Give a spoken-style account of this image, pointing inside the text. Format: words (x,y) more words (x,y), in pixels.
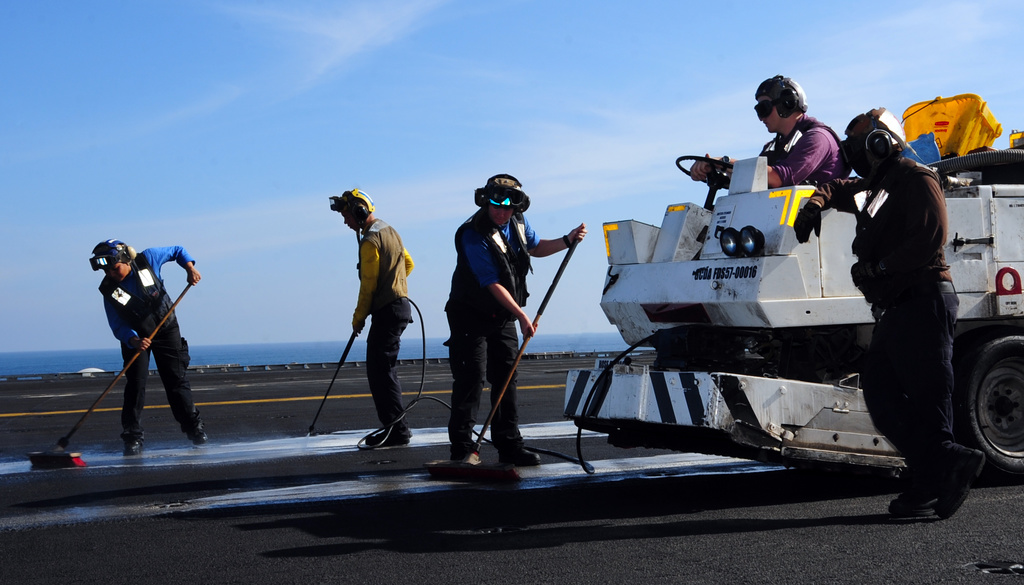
In this image there is a person (769,106) sitting in the vehicle (655,254), beside the vehicle (805,263) there is another person (883,235) standing on the deck (15,398) and few are holding some objects (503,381). In the background (15,350) there is a sea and the sky (453,159).
